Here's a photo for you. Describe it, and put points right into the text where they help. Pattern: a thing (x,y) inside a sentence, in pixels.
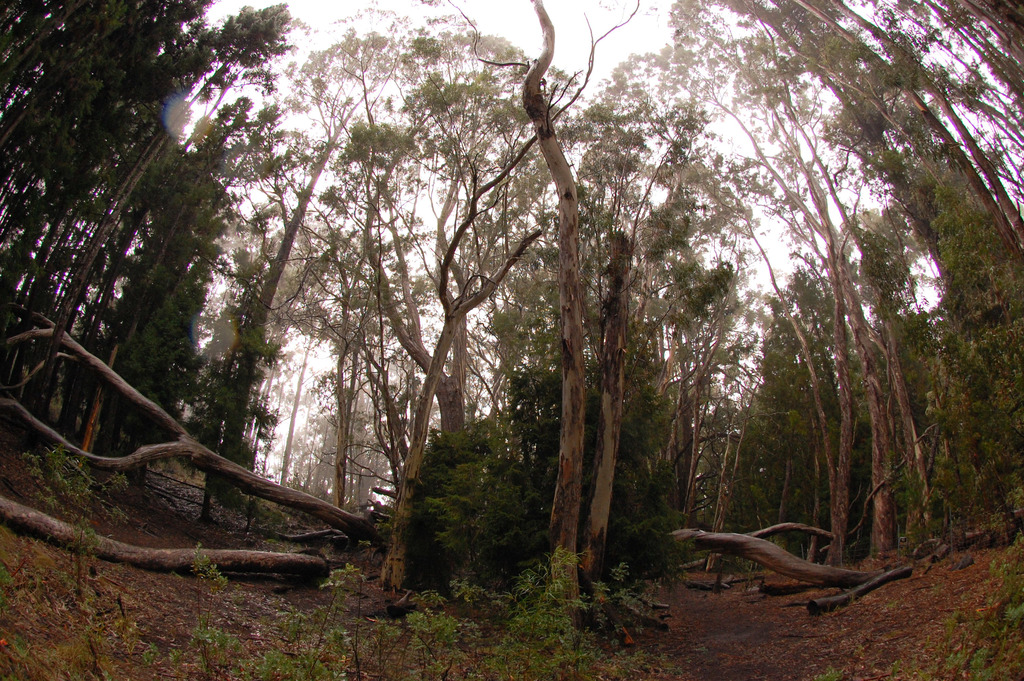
In this image we can see trees (211,492), grass (95,573), plants (427,632), cut down trees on the ground (174,523) and sky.
